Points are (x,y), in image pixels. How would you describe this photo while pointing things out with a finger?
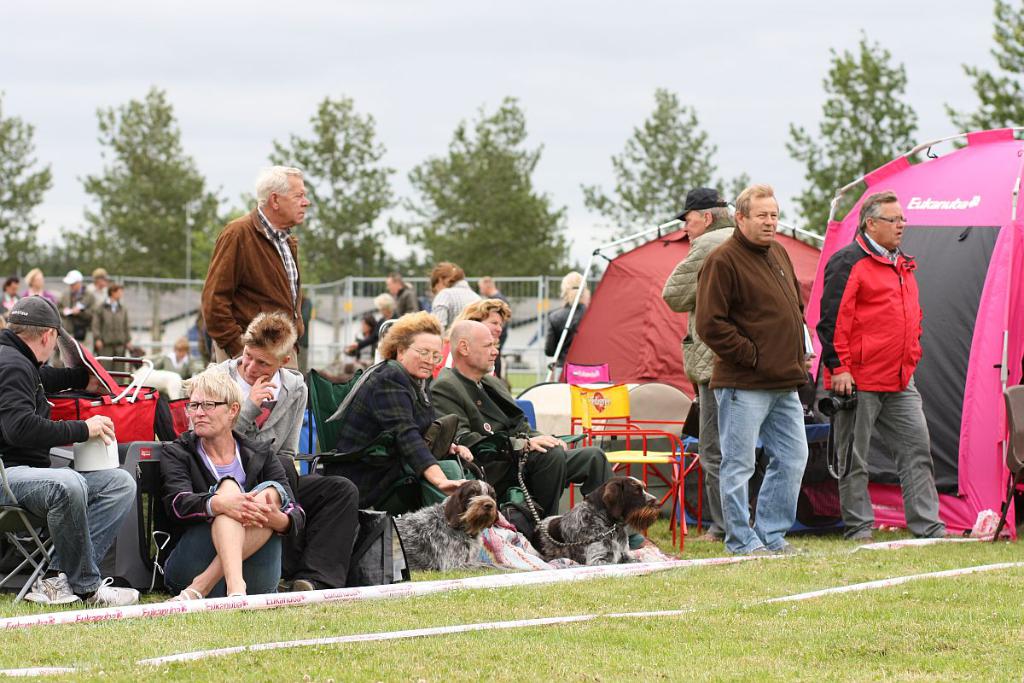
There are group of people (402,363) who are sitting on the ground (664,543) and two dogs (461,524) are sitting on the ground (664,529) at the right side of the image (989,189) two tents (664,344) and at the background of the image (526,71) there are trees (28,253) and cloudy sky (524,89).
